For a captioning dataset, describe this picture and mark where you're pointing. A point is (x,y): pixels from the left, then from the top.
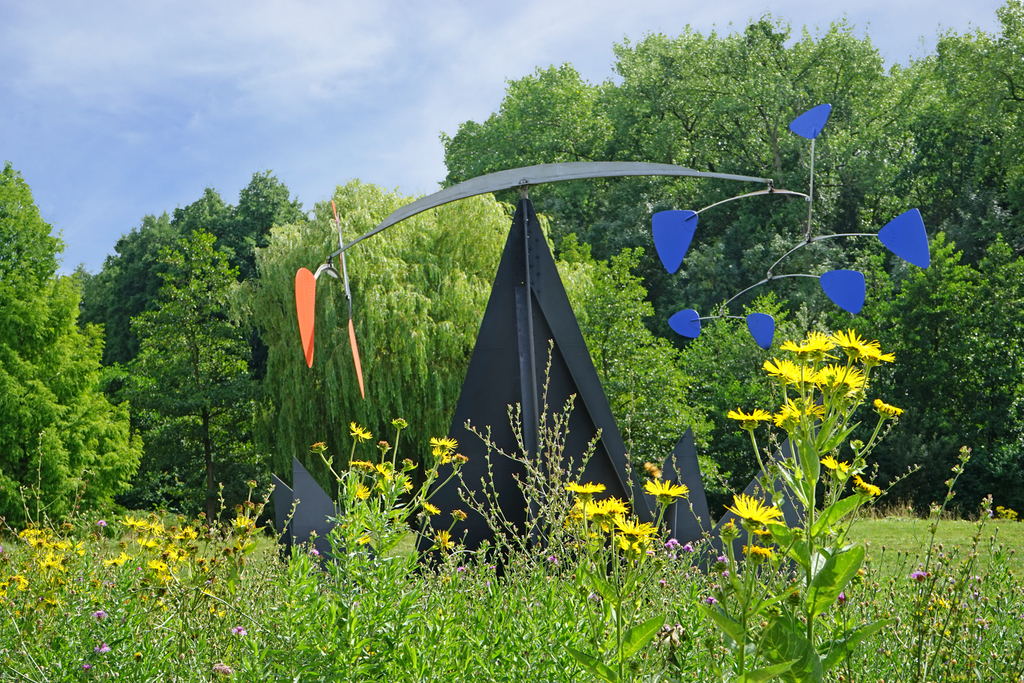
In this picture we can see some black color thing (566,388) placed on the grass (460,680), around we can see some flowers (631,550) to the plants (446,619), trees (703,122).
